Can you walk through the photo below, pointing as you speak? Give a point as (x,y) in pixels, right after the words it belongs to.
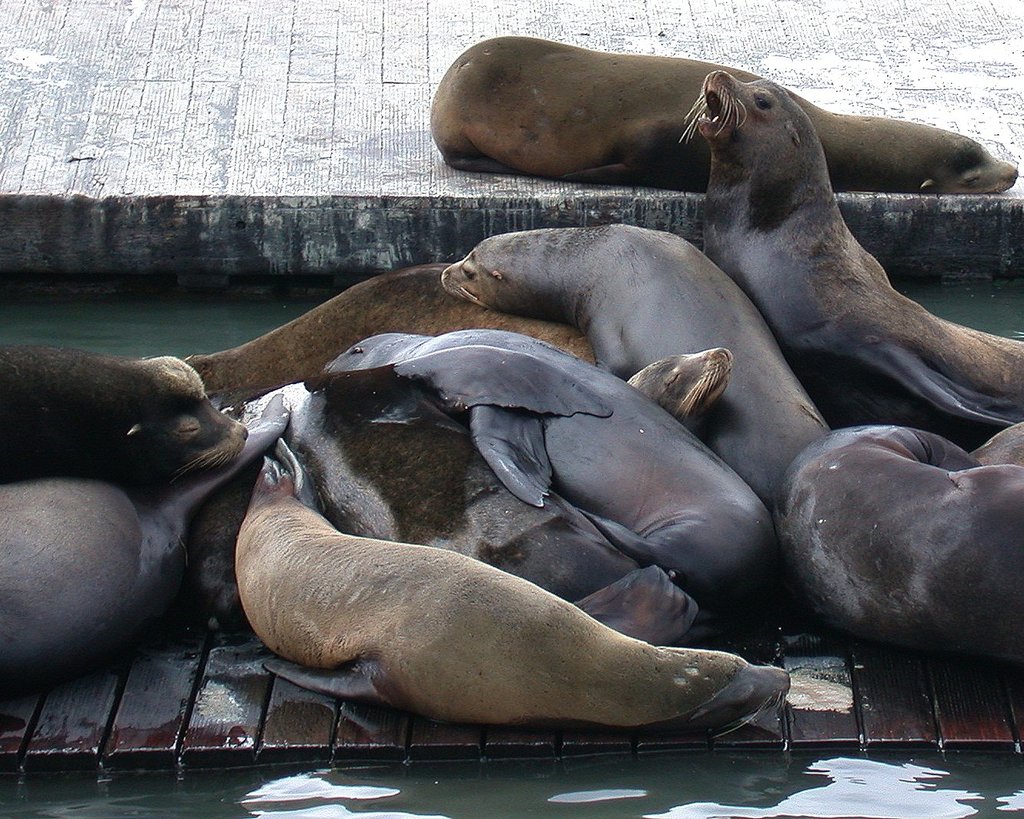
In this image there are a few sea lions (540,441) beside the water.
